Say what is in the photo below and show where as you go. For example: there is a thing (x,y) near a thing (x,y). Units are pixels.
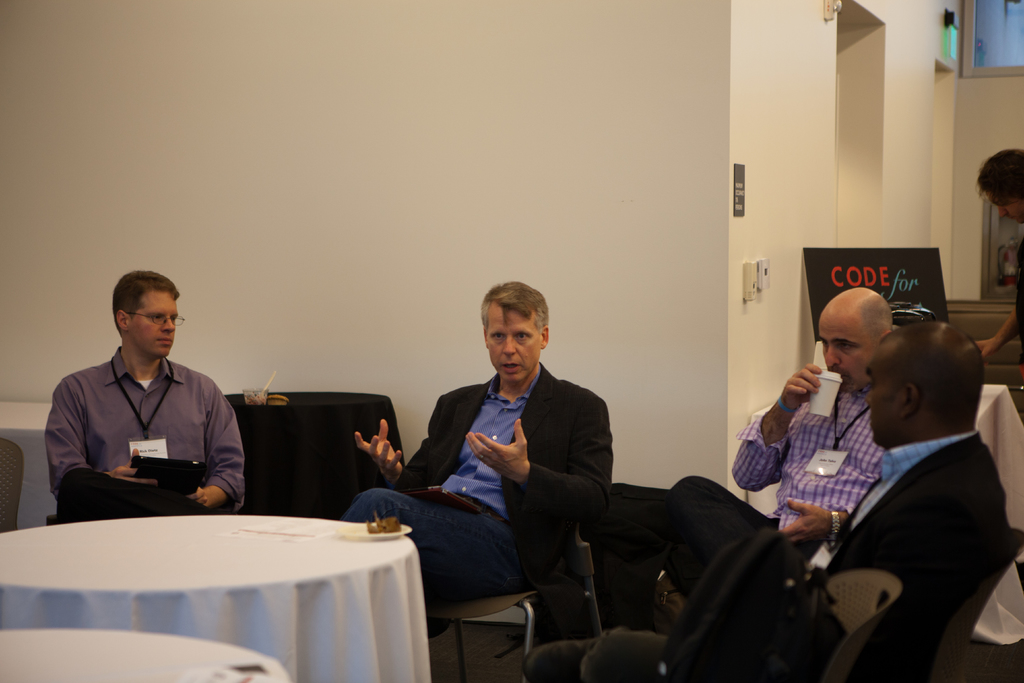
In this image I can see few men (432,577) are sitting on chairs (3,503). I can also see few tables (282,456) and a person (1023,167) in the background (990,395).
